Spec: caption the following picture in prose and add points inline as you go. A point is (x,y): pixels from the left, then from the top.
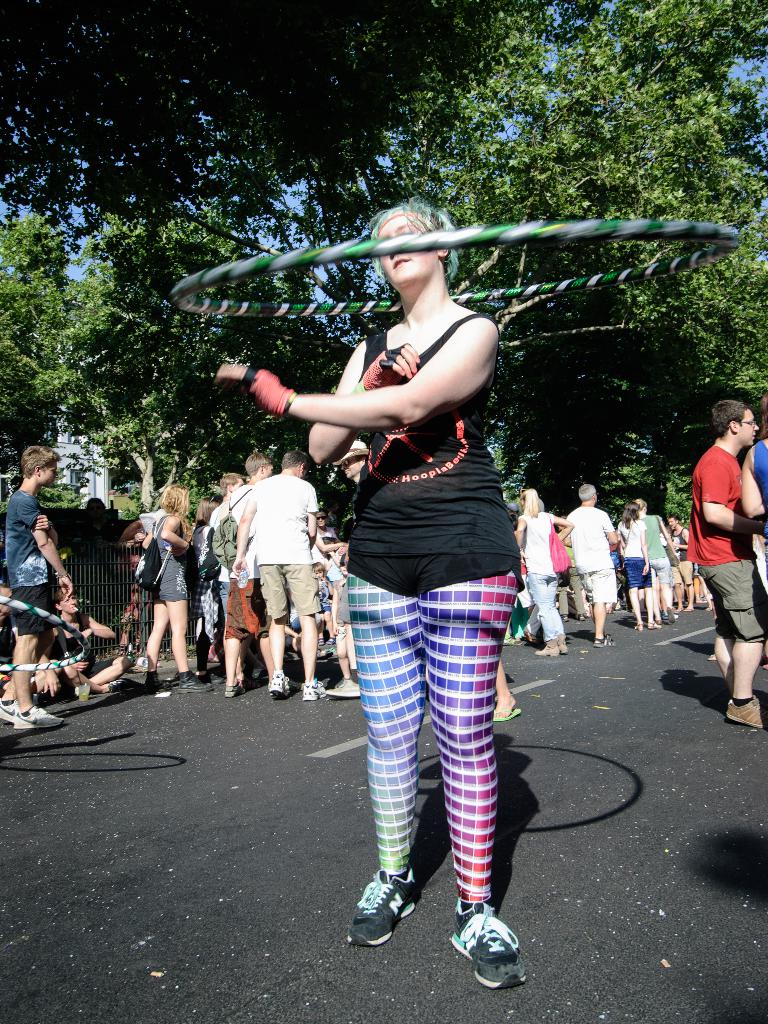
This picture is clicked outside. In the center (385,440) there is a woman (381,466) wearing black color t-shirt (429,482) and standing on the ground (512,903) and we can see the hula hoop (593,236) is in the air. In the background (671,541) we can see the group of persons (227,568) seems to be walking on the ground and we can see the trees (574,132) and the sky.
